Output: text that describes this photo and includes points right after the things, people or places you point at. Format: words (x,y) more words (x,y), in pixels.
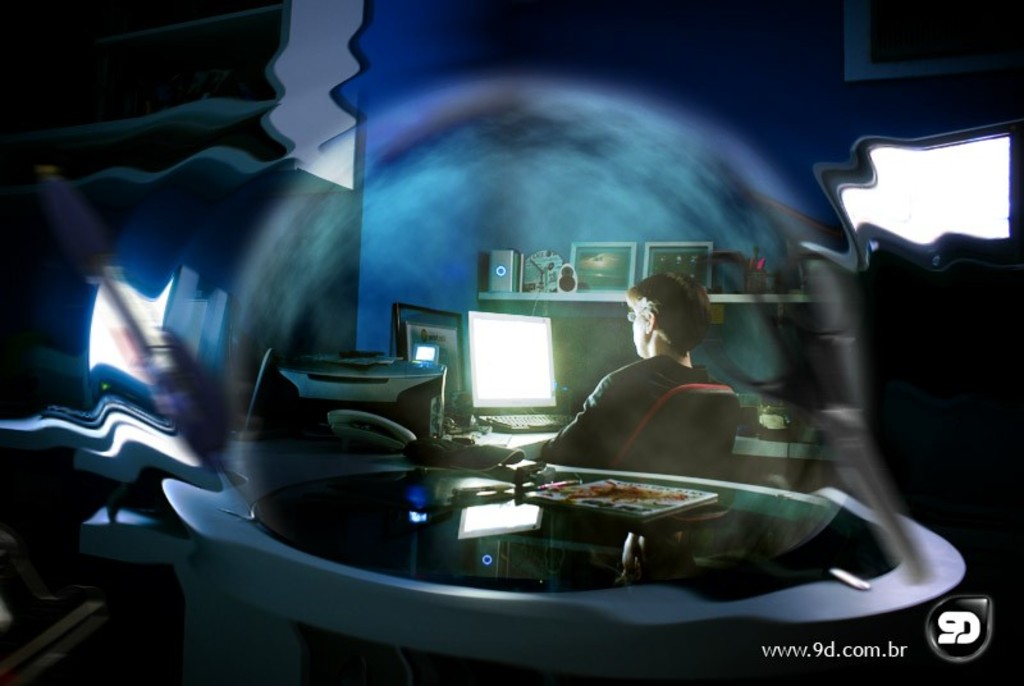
In this edited picture there is a man (602,422) who is sitting on the chair (679,403) near to the table (540,427). On the table (504,518) I can see the computer screens (478,368), keyboard (533,413), cables (476,422), printing machine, holders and other objects (470,488). Beside him I can see the photo frames (658,265), speakers (564,287) and other objects (550,285) on the rack (573,299). In the bottom right corner (939,624) there is a watermark (977,640).
